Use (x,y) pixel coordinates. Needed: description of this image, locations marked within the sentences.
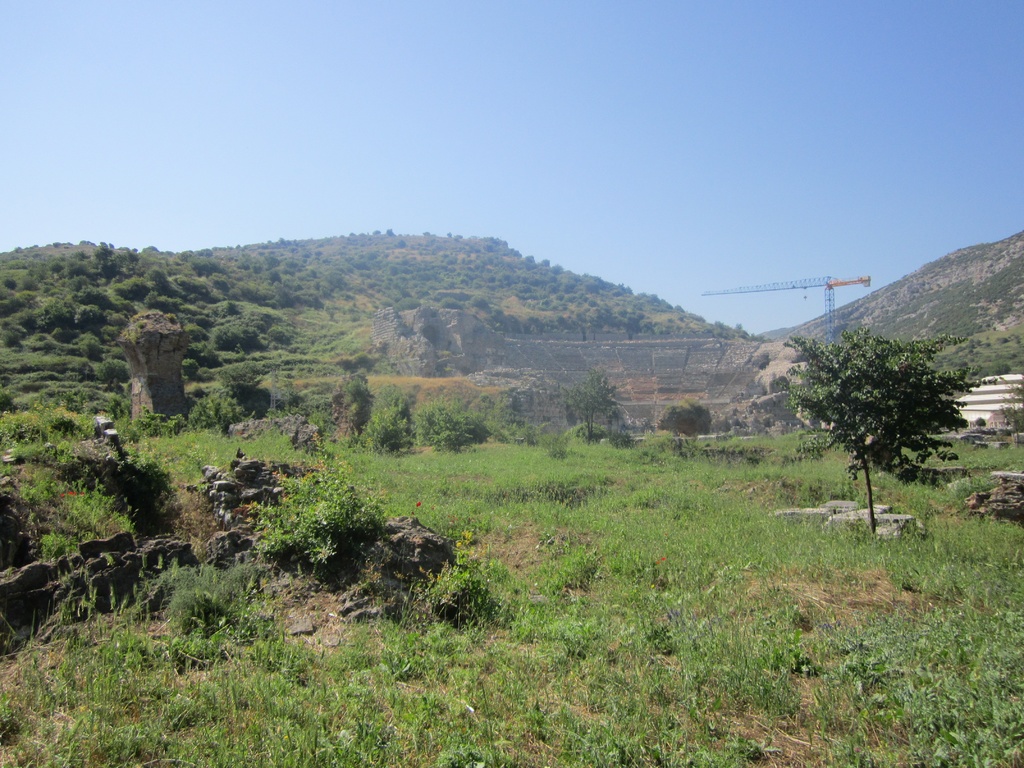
In this picture I see the grass (415,500), plants (309,504) and a small tree (860,434) in front (918,375). In the background (83,319) I see the hills (990,265) and I see the clear sky (728,102). On the center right side of this picture (990,398) I see a white color thing (990,401).
